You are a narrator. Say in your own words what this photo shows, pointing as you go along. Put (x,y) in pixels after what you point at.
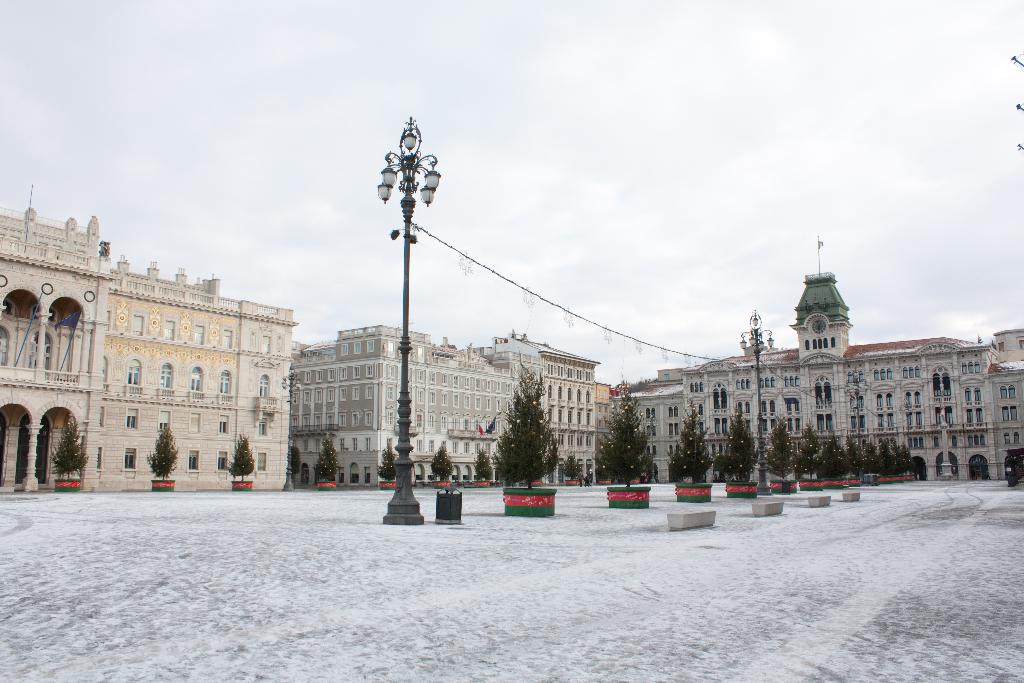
In this image there are buildings (188,462), trees (66,465), street lights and in the background (819,210) there is the sky (685,182).
